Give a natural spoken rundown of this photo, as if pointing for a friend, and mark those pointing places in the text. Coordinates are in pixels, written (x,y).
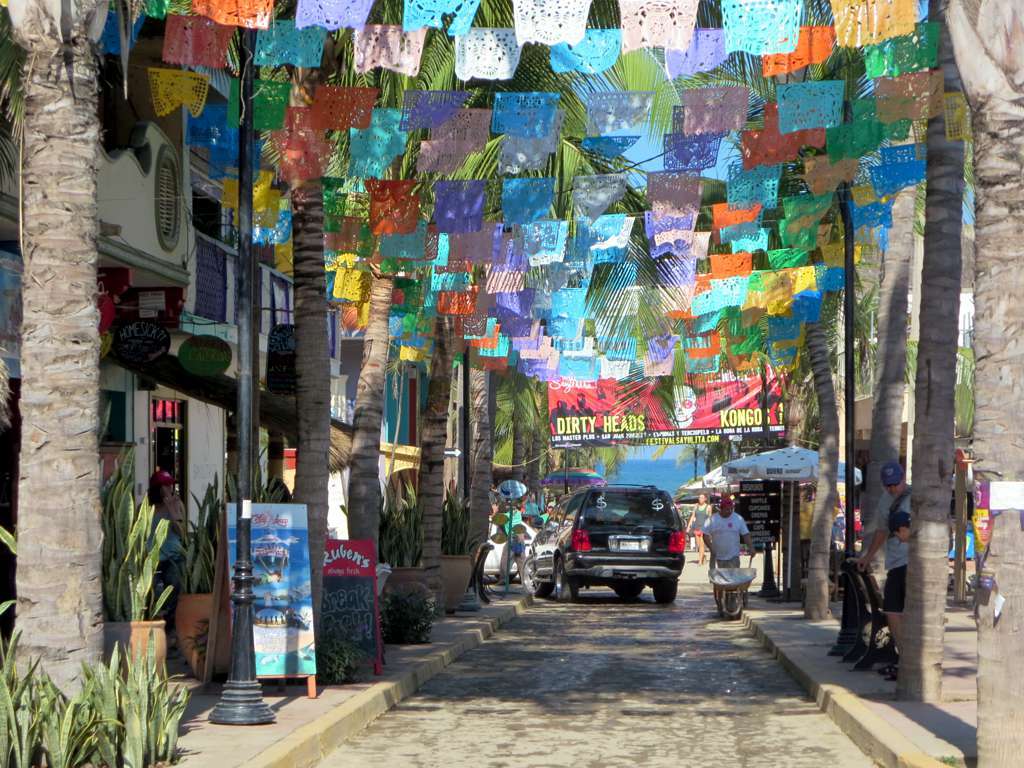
In this image, there is an outside view. There is a road (584,646) in between trees (792,385). There is a vehicle (616,510) in the middle of the image (609,510). There is a pole (249,316) on the left side of the image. There are some flags (684,164) at the top of the image (362,91).
